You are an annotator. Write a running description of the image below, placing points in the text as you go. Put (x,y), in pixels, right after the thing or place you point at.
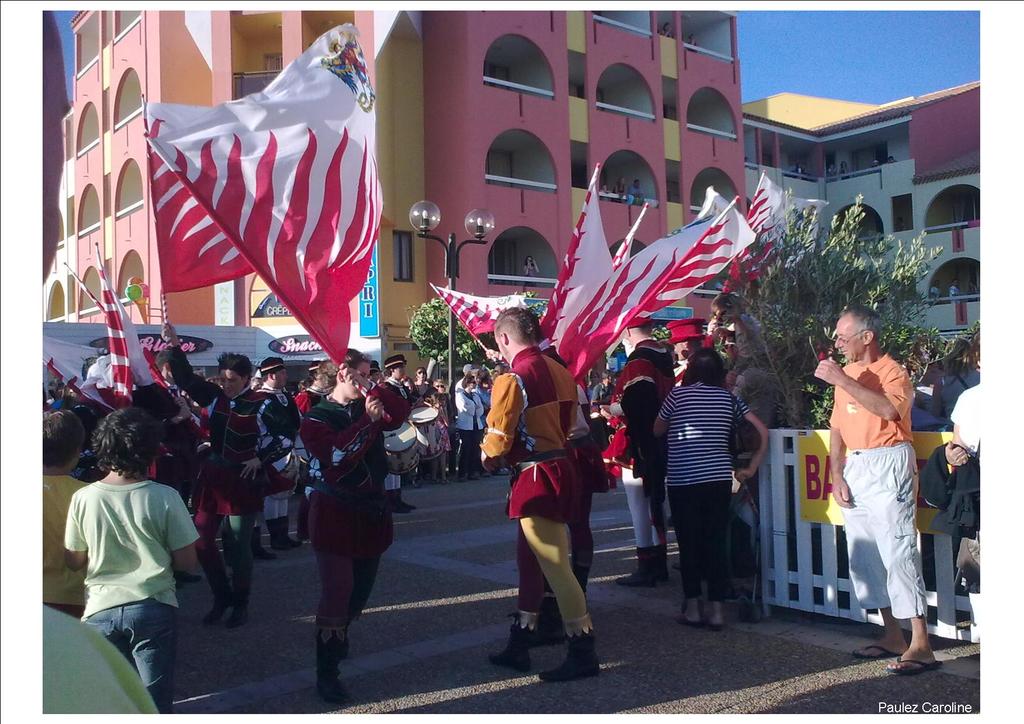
In this image, we can see many people (630,392) and some are wearing uniforms (292,406) and wearing caps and holding flags (126,328) and drums (408,420) in their hands (376,416). In the background (799,372), there are buildings (603,193), lights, trees (803,318), banners (815,475), fence (805,551) and we can see poles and hoardings (816,459). At the bottom (436,662), there is road (434,584) and at the top (821,49), there is sky (791,57).
